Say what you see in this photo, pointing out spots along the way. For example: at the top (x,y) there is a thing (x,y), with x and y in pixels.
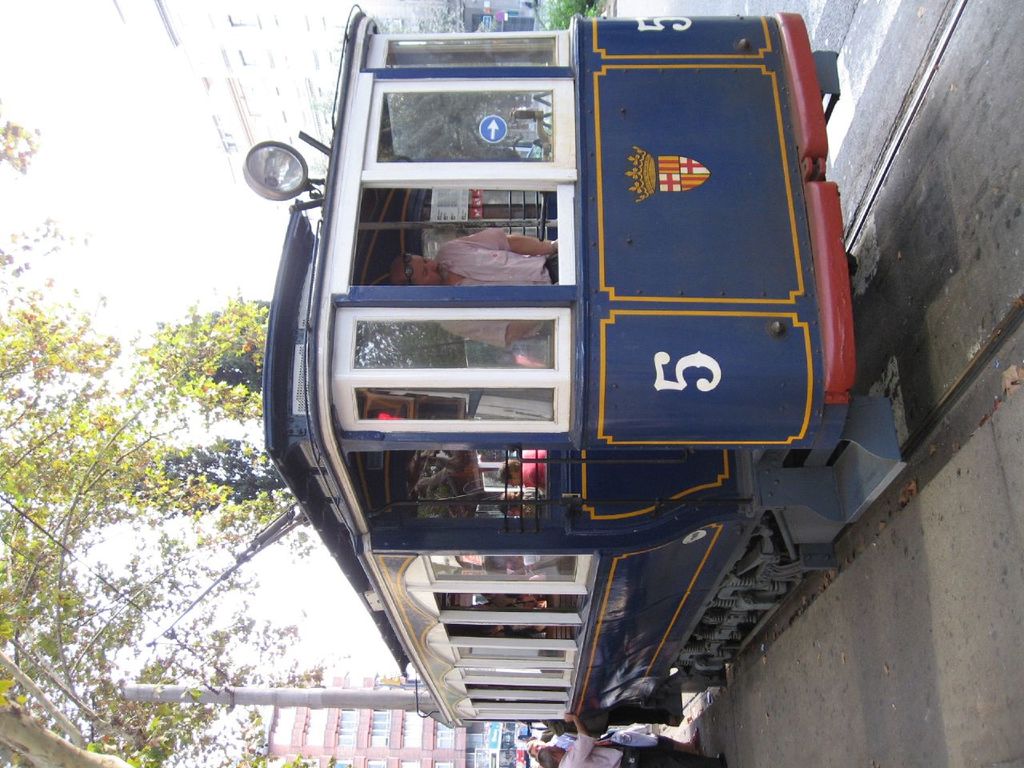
In this image we can see a tram (526,429) on the track (900,402). We can see a man (492,252) in the tram (507,343). At the bottom of the image (596,753), we can see people (562,755), building (311,730), pole (295,695) and tree (97,761). At the top of the image (249,54), we can see a building (295,63). On the right side of the image (968,340), we can see the road (893,653).
